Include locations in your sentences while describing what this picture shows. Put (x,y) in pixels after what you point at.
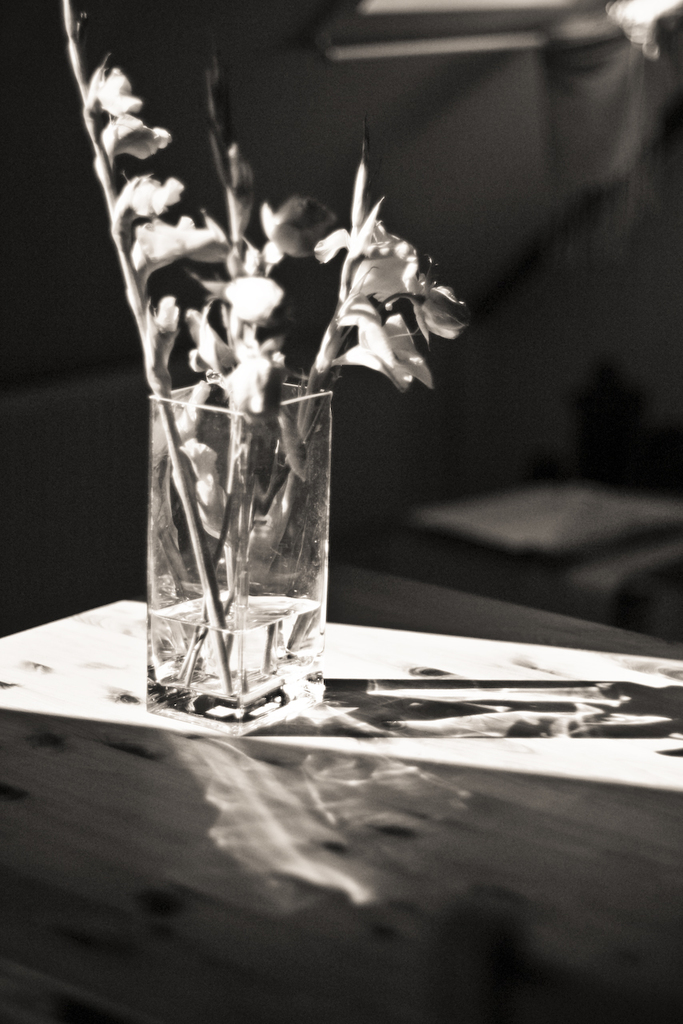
This is a black and white pic. There are flowers (247,337) and less than half water (259,671) in a glass (221,679) on a platform (488,680). In the background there are objects (632,11).
